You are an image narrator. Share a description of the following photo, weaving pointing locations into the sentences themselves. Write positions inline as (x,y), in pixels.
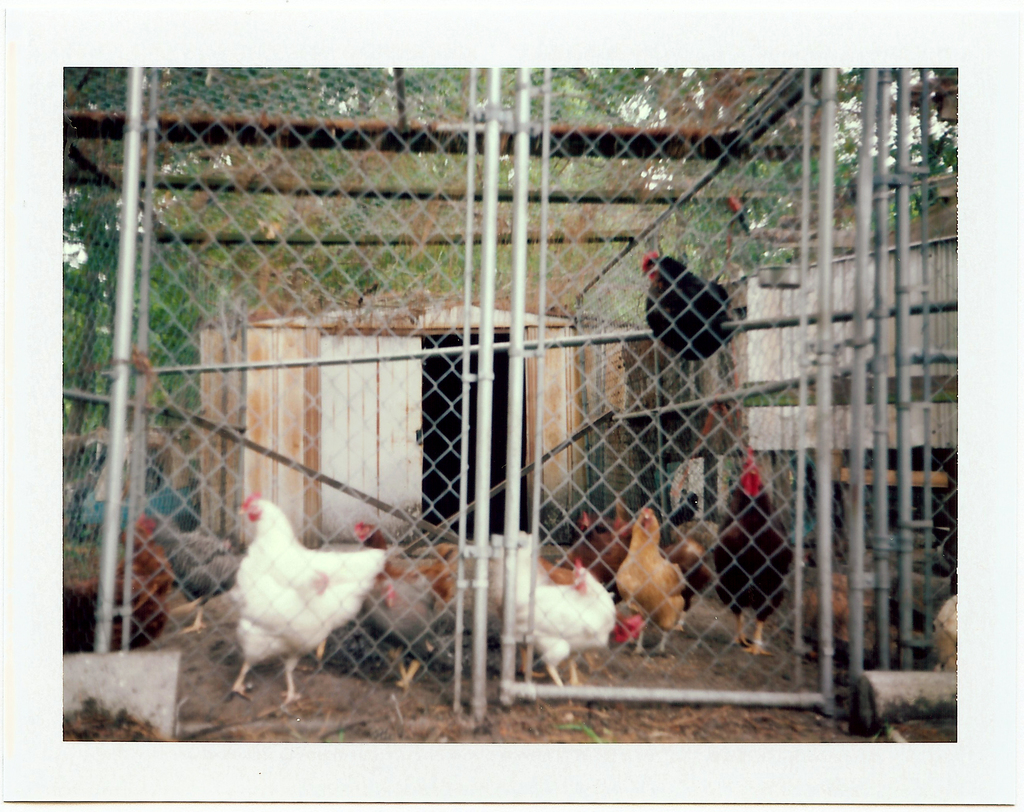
In this image I can see few hens (311,601) on the ground (332,714). Around these hens (318,598) there is a net fencing (212,364). In the background (305,441) there is a shed (351,371) and trees (448,98).
